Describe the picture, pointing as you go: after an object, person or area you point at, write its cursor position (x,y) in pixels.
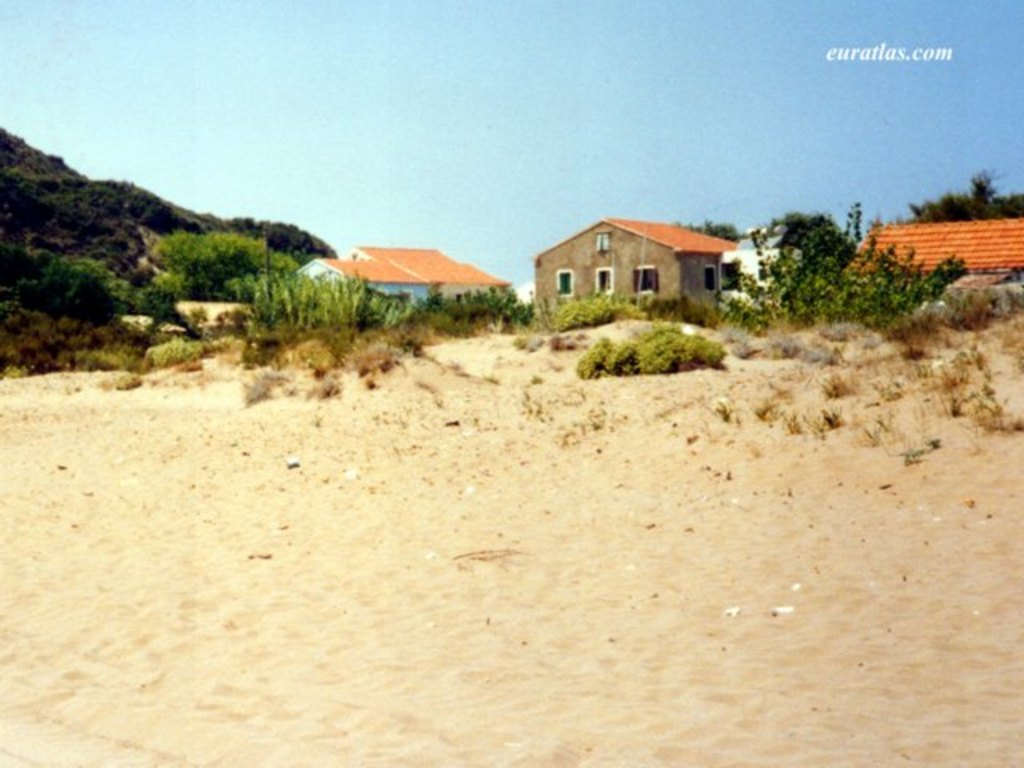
In this image in the center (429,283) there are some houses (429,283), trees (943,285), plants (402,351) and grass (369,357). At the bottom (485,541) there is sand (502,378), and at the top (726,119) there is sky (813,119) and there is text (864,54).
